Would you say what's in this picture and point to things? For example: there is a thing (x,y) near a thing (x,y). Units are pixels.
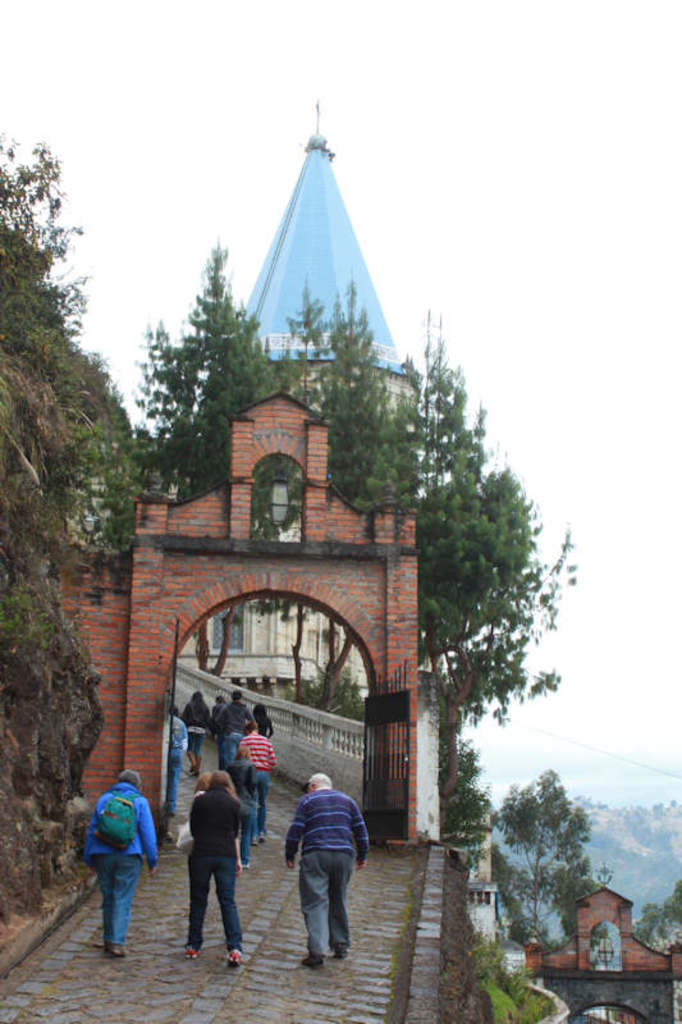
In this image we can see people (253,828) are walking on the pavement (330,1006). In the background of the image (466,560), we can see trees (457,566), fence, gate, wall (364,563), building (324,227) and the sky (533,271). In the right bottom of the image (586,949), we can see trees (527,870) and building (586,962).
